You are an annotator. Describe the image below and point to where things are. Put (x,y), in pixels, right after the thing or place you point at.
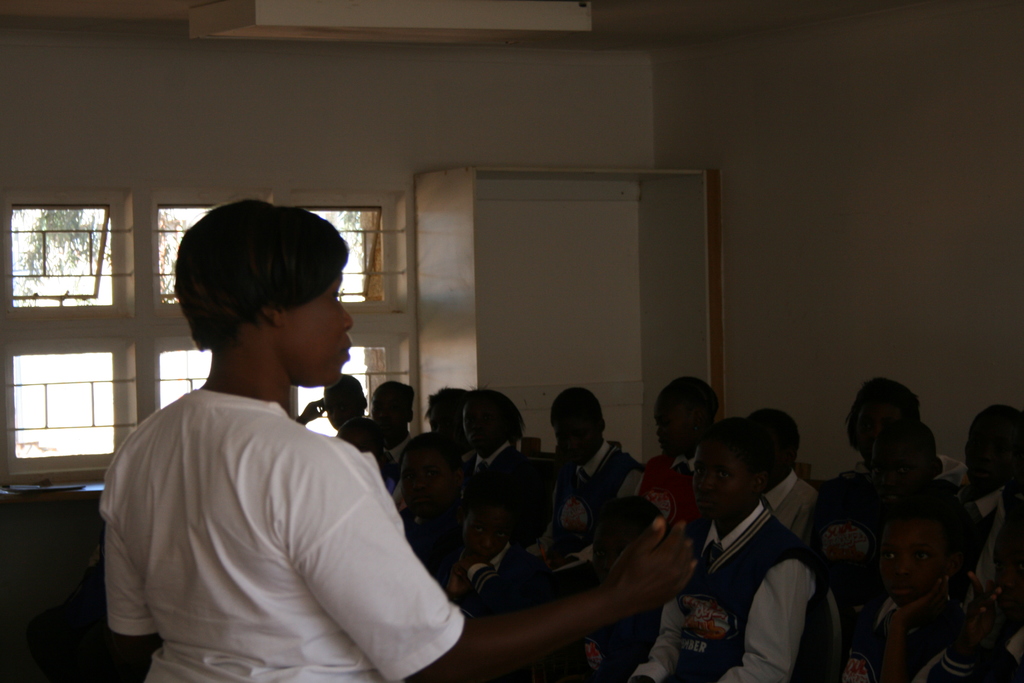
Here we can see few children (784,539) and a woman (162,503). In the background (817,334) there is a wall (793,283), window (178,340), and a rack (552,308).
